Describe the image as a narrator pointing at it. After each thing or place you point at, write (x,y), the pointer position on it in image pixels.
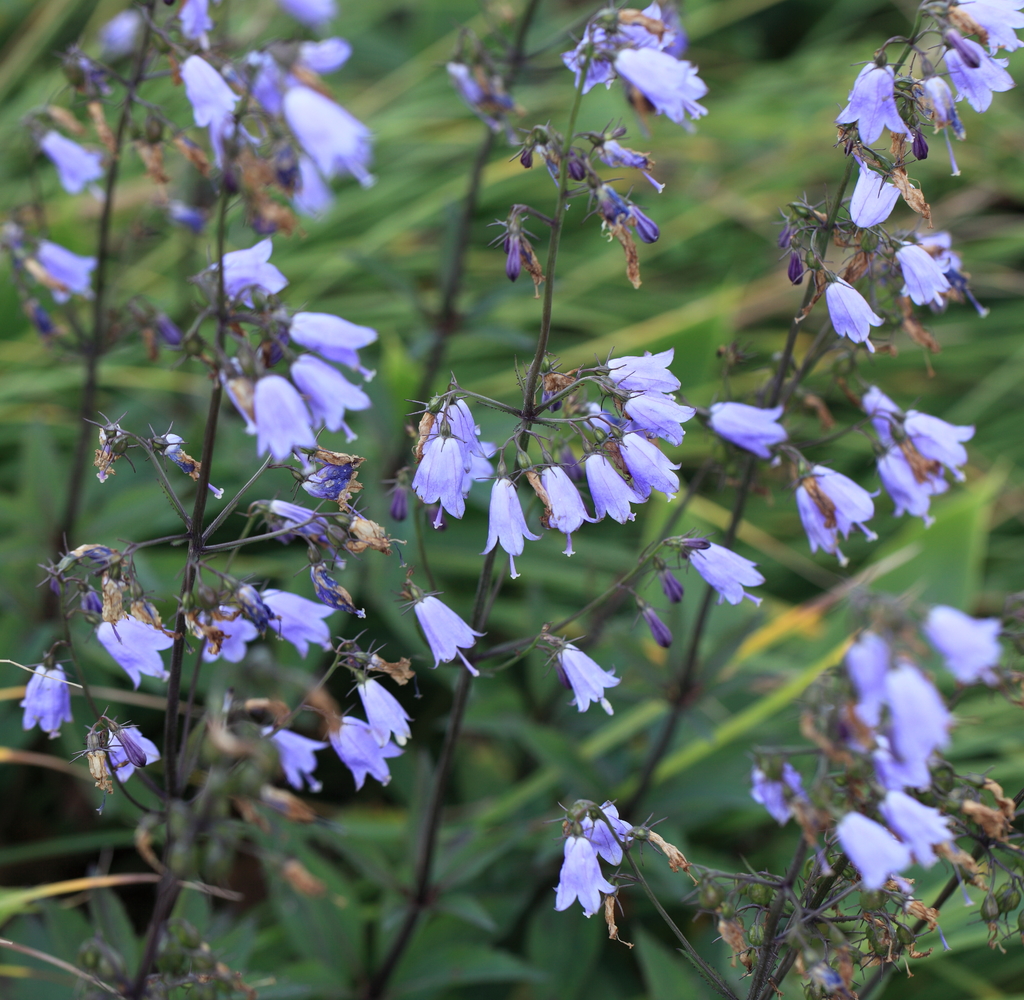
In this picture there are flowers (931,432) on the plants (959,90) in the center of the image (626,656).
